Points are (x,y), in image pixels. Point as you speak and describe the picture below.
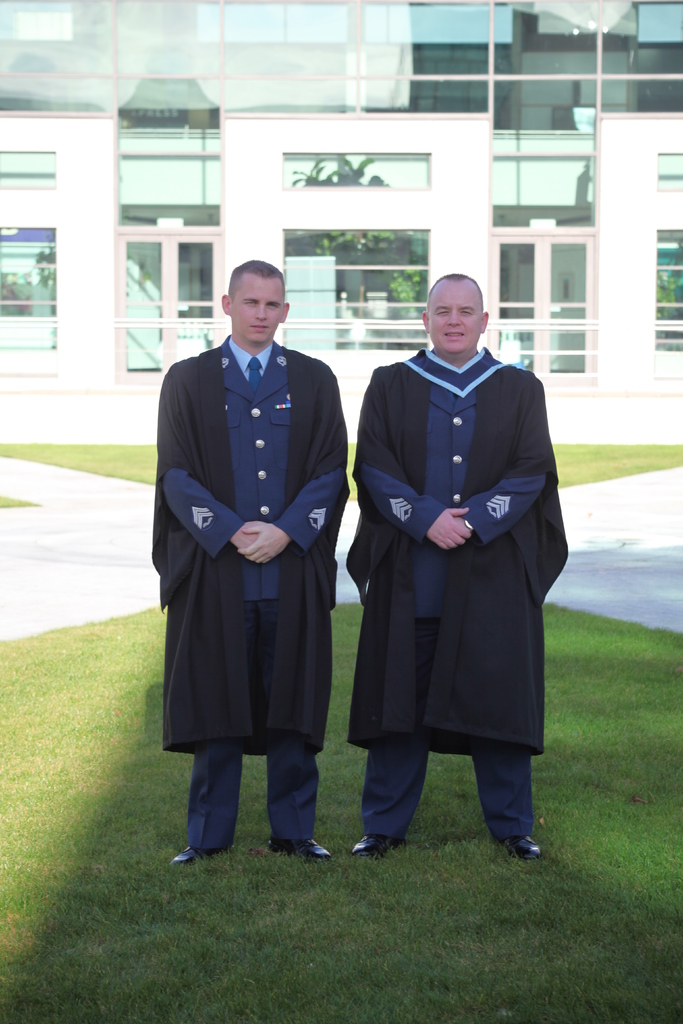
In this image there are two people (300,526) standing, behind them there is a building (315,216).
